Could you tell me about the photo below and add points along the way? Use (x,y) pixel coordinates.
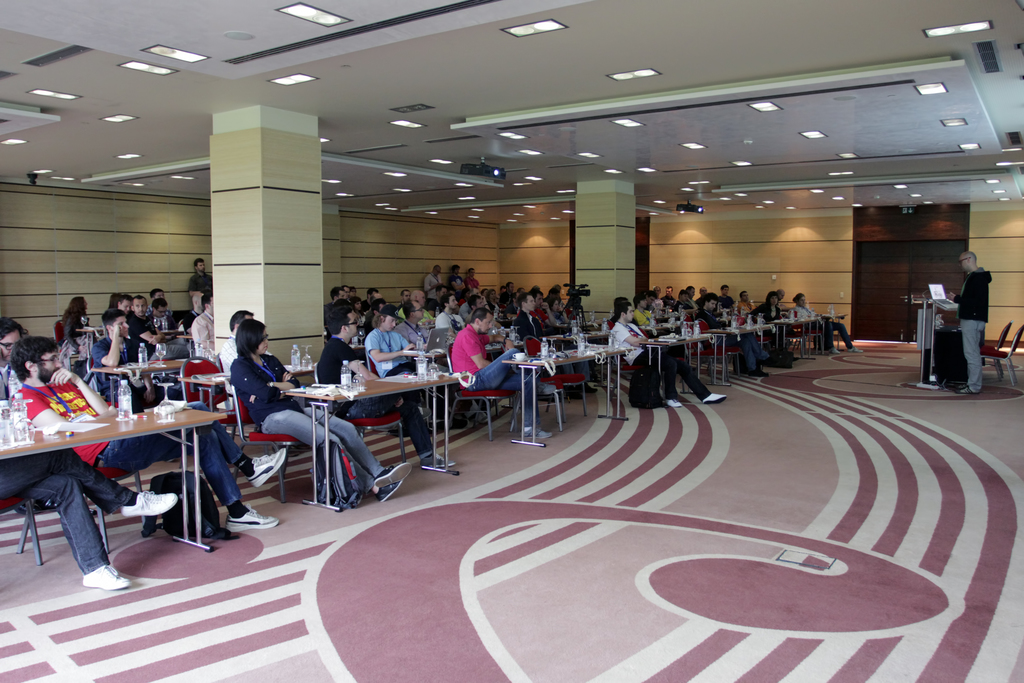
In this picture many people (97,359) are sitting at tables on which water bottles (122,392) and notebooks (79,427) are on top of it. There are many LED lights (410,122) attached to the roof (503,148). There is also a guy (973,267) standing to the right side of the image (975,322) explaining them with the help of a laptop (938,295).
